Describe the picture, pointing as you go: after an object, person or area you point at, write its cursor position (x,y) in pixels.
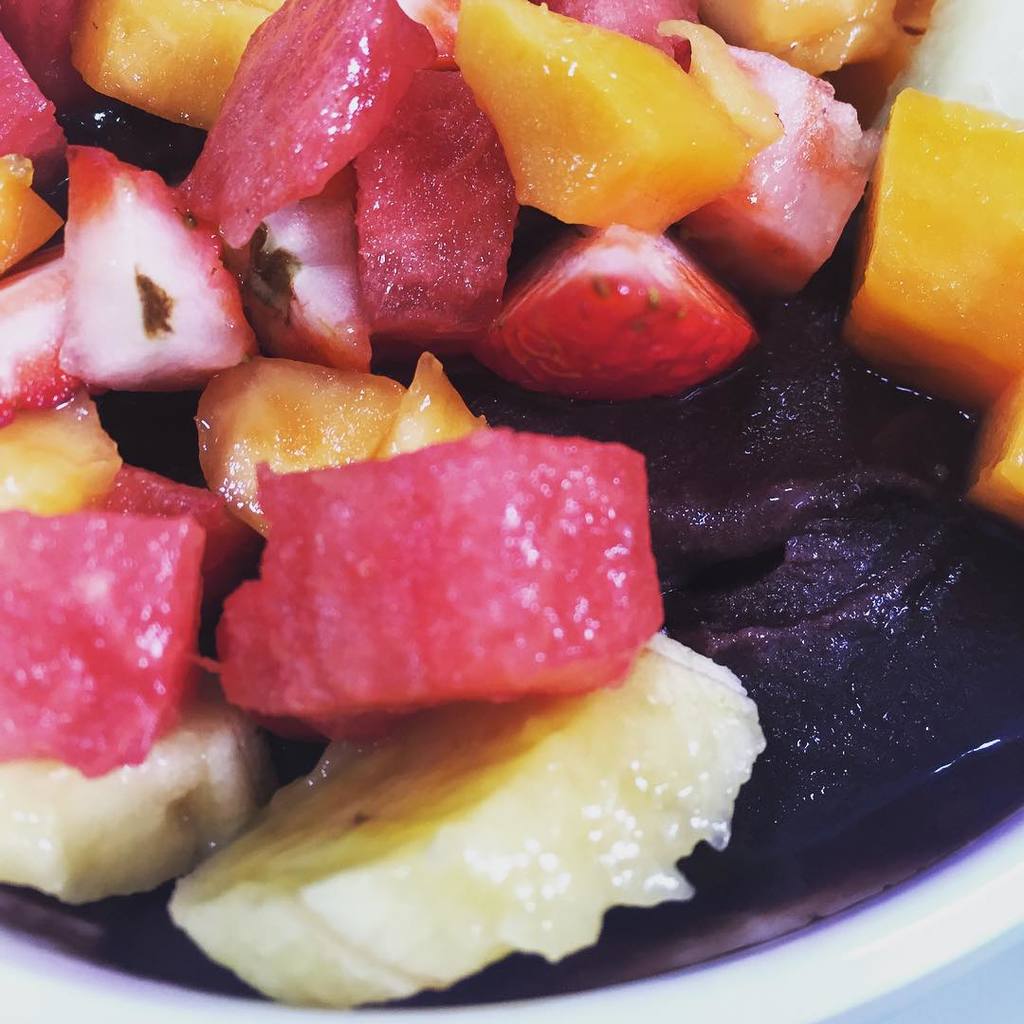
In the picture I can see food items (387,699) in a white color object (176,1023).
